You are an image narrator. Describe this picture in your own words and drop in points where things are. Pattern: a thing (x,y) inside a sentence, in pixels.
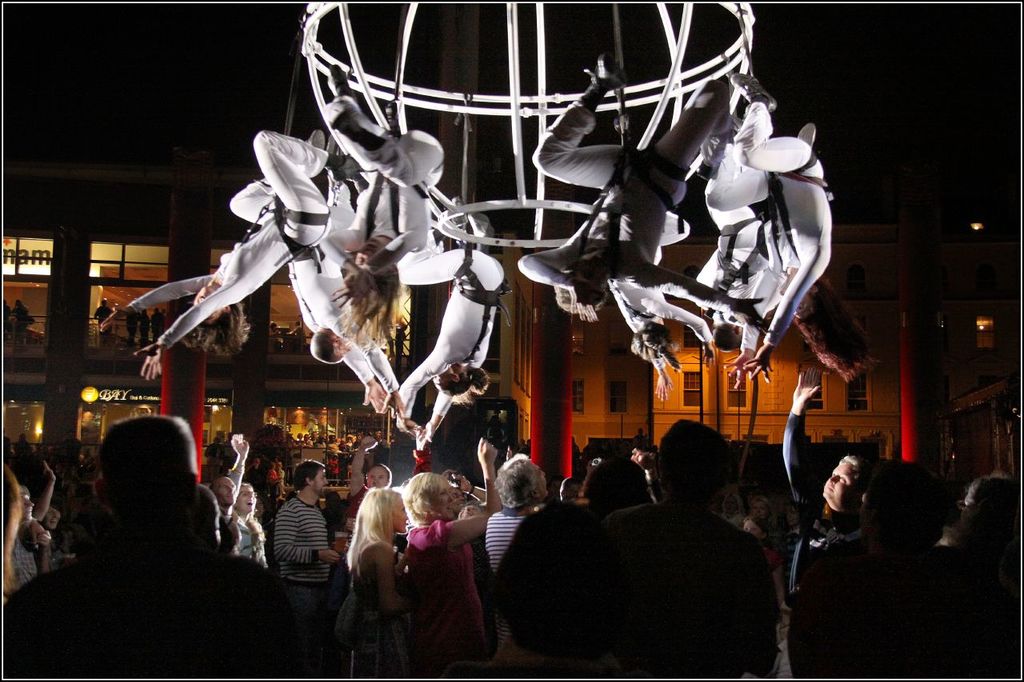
In this image at the bottom (384,542) we can see few persons (279,517) and there are few persons (549,135) in the air (527,126) tied to an object (575,97). In the background (181,246) we can see buildings (521,291), windows (125,276), lights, hoarding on the wall (93,186) and objects (178,235).
